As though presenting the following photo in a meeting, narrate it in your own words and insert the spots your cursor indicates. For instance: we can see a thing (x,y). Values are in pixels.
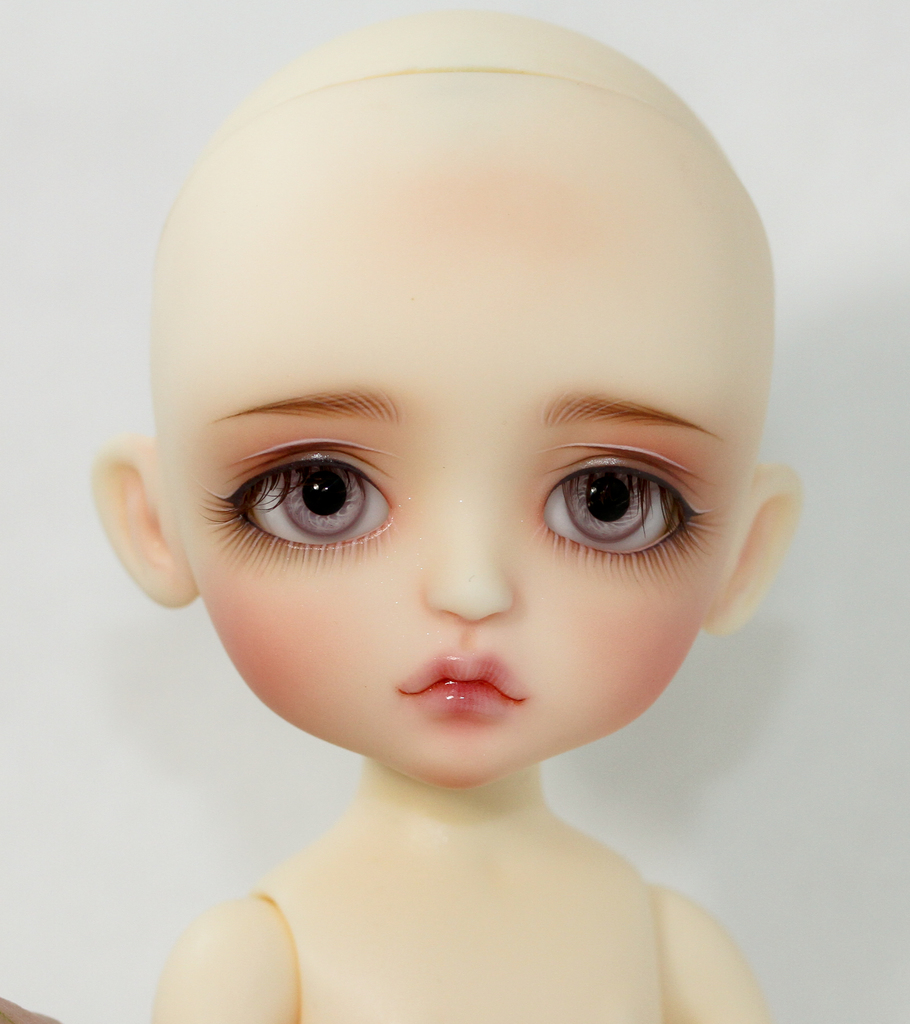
In this picture we can see a toy (576,500) with a white background (769,128).
